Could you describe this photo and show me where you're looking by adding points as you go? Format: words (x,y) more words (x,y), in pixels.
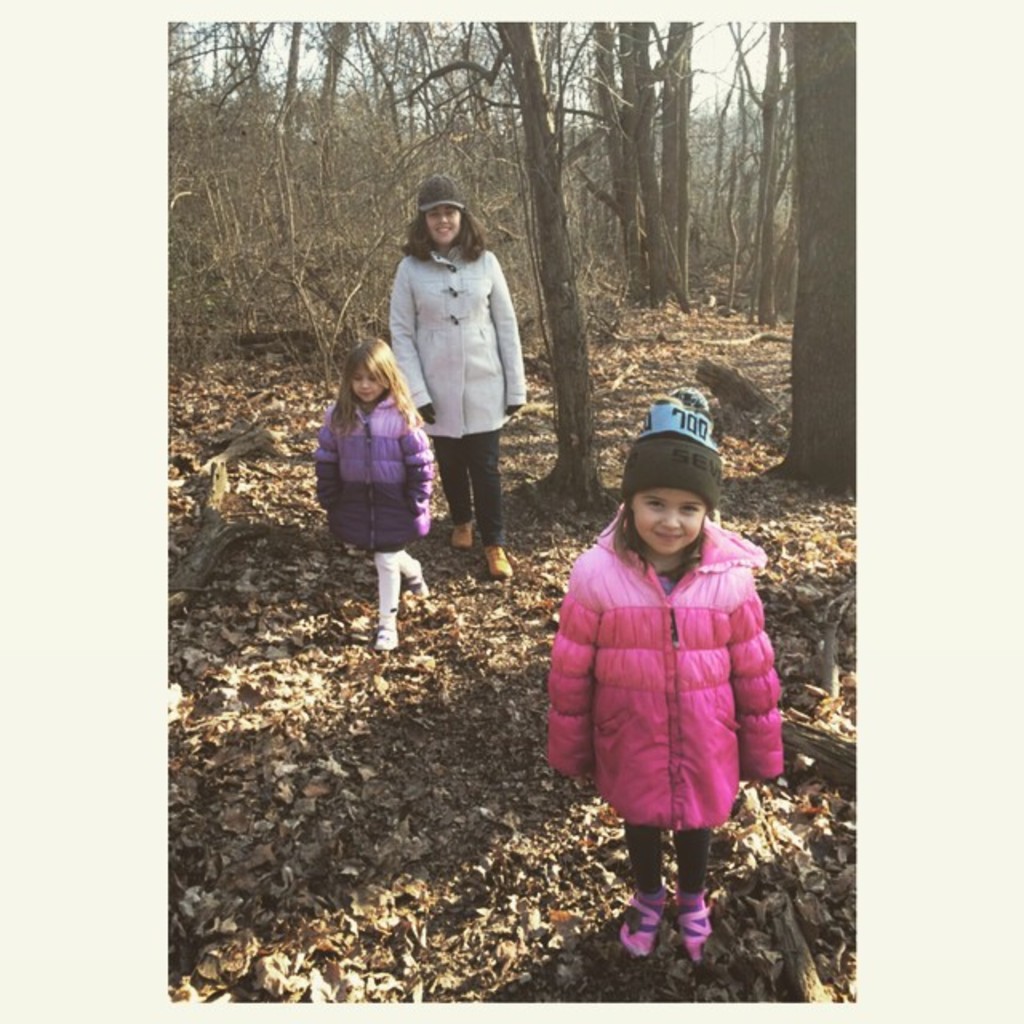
In this picture we can observe three members (470,477). Two of them were girls (384,406) and one of them was a woman (477,493) wearing a cap (451,200) and smiling. We can observe a girl (631,701) wearing pink color jacket (631,683). We can observe dried leaves (253,560) and logs (188,579) on the ground (736,437). In the background (496,150) there are trees (514,127) and a sky (702,62).
